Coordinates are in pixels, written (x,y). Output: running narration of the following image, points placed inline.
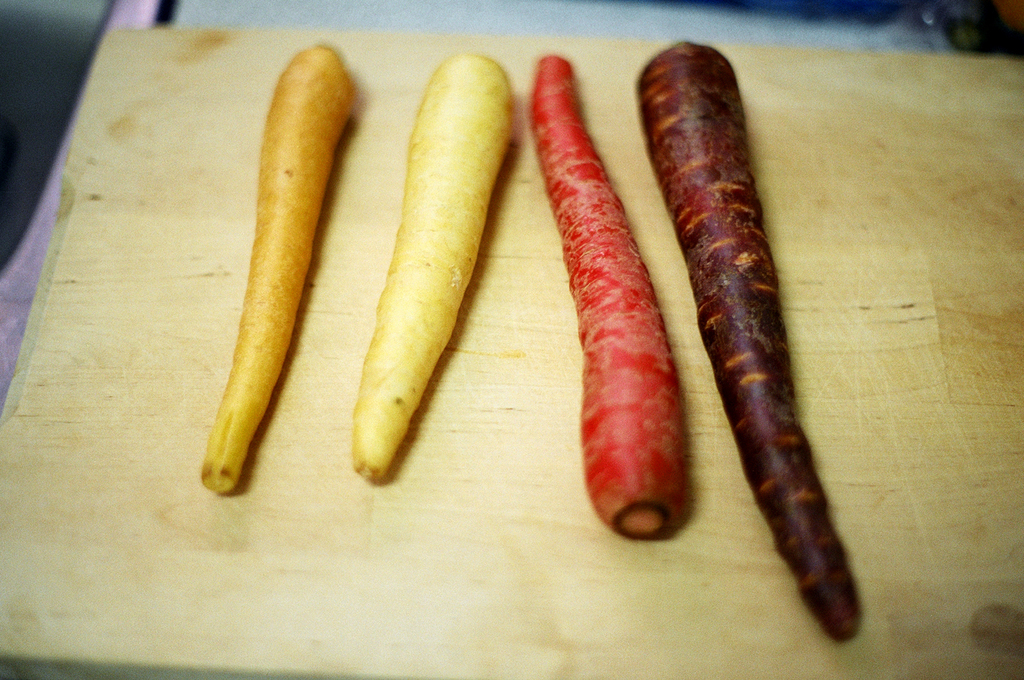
In this image I can see few carrots (732,199) in cream, red, brown and orange color. The carrots (643,297) are on the brown color board (335,212).
